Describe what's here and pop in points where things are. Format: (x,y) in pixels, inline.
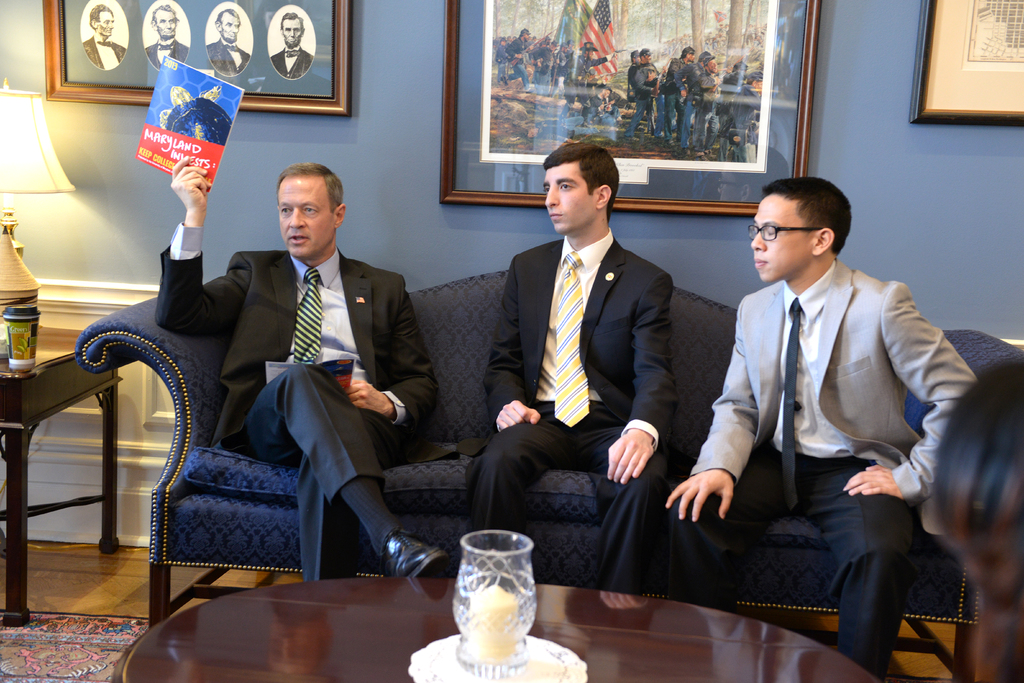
In this image we can see there are people (600,385) sitting on the couch (683,366) and there is the person (257,263) holding books (185,144). In front of them we can see the table (363,621), on the table (592,648) there is the jar (464,609) with candle (495,625). And at the side, we can see the table (22,476) on the mat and there is the cup (19,318) and a lamp (31,140) on the table (9,372). In the background (584,80), we can see the wall (408,140) with photo frames (712,199).
